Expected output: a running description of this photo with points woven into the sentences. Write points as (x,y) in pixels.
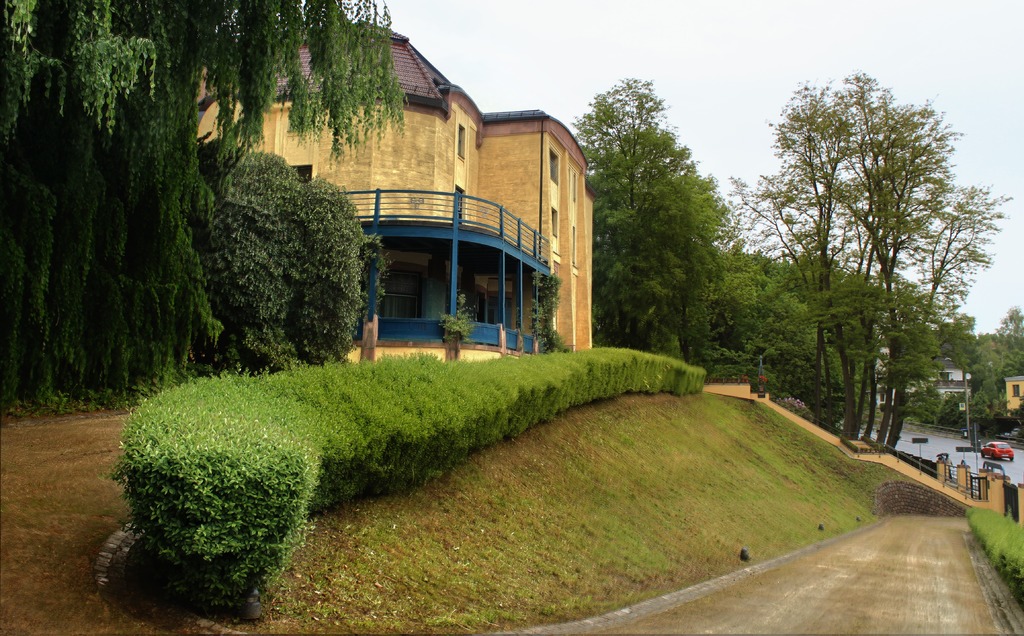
In this image there is the sky (755,62) truncated towards the top of the image (710,29), there are buildings (449,203), there are buildings (1023,376) truncated towards the right of the image (1005,389), there are trees (745,259), there are trees (949,330) truncated towards the right of the image (997,361), there are trees (189,254) truncated towards the left of the image (72,202), there are trees (77,312) truncated towards the top of the image (214,46), there are plants (477,375), there is the road (943,438) truncated towards the right of the image (931,442), there are vehicles (996,451) on the road (952,447), there are plants (985,517) truncated towards the right of the image (1009,547), there is a gate (1008,499), there is the ground (575,613) truncated towards the bottom of the image (637,604).
